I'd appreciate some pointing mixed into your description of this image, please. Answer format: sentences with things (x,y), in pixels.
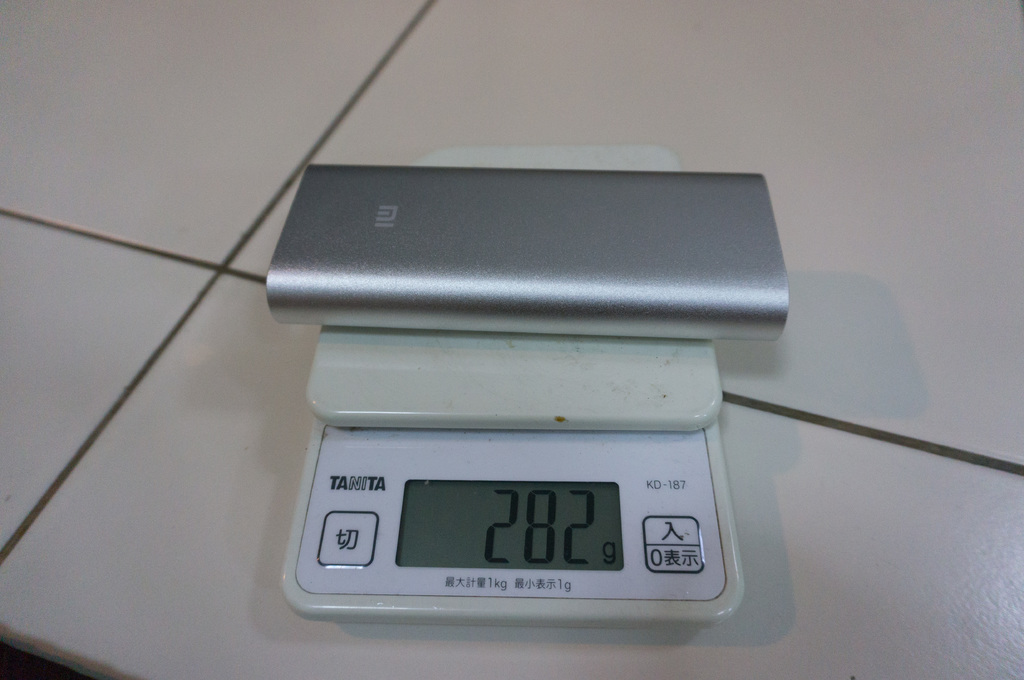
In the center of the picture (383,326) there is a weighing machine (422,404) and an electronic gadget (347,205). At the bottom (145,645) there is a floor (453,104) with white tiles (922,381).
